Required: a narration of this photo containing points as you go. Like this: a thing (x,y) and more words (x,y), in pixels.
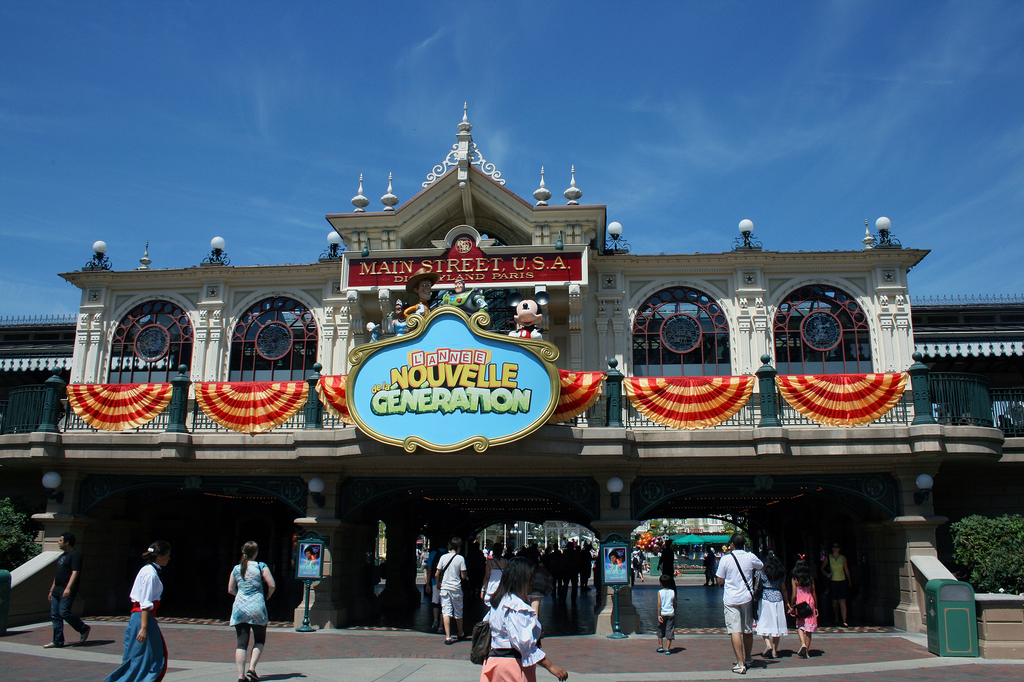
In this image in the middle (422,235) there is a building (522,467), window (648,374), poster (504,370), toys (461,303), cloth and text (460,264). At the bottom (491,589) there are many people (234,573) walking. On the right (750,586) there is a man (744,597) he wear shirt (730,594) and shorts (729,611). On the left (139,631) there is a woman (145,633) she is walking. At the top (590,199) there is a sky (590,199). On the right (974,557) there is a plant (968,539).
